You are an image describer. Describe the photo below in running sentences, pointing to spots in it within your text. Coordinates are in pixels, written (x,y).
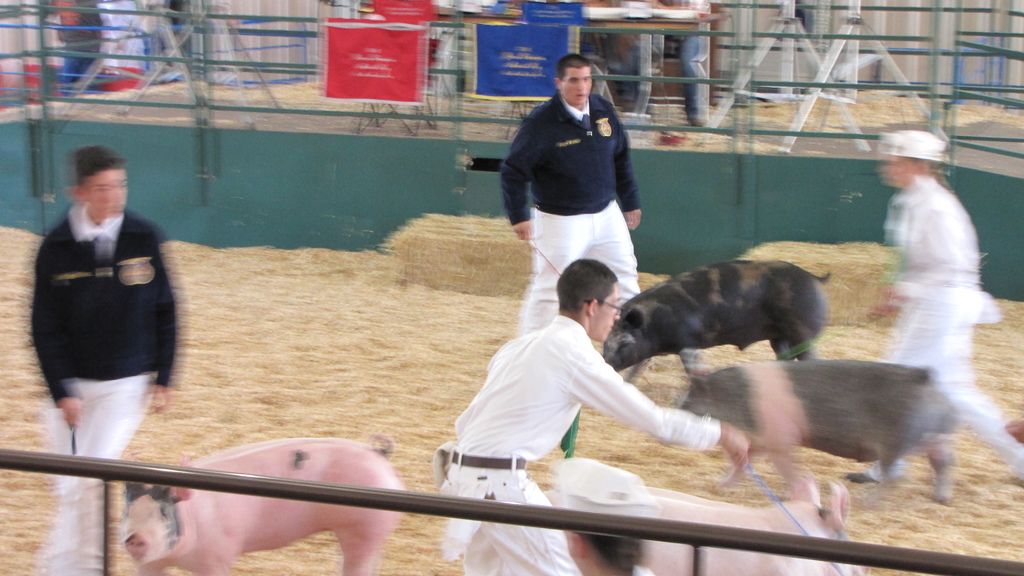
In this image we can see pigs (792,270) and persons (593,286) standing on the lawn straw (390,348). In the background (880,117) we can see grills (144,51), lawn straw (888,105) on the floor (868,108), information boards (501,50) and person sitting on the chair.
